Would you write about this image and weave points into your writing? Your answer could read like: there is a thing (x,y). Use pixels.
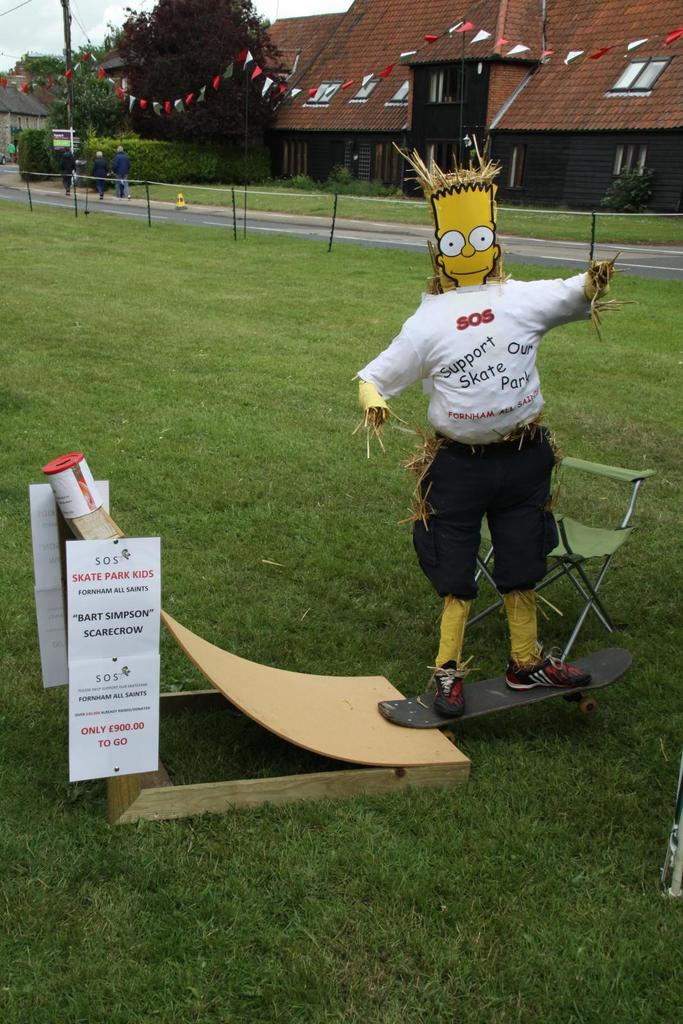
On the right side of the image (562,614) we can see chair (625,471), scarecrow (443,462) and skateboard (440,707). In the background (368,305) we can see grass (201,374), fencing (76,184), houses (676,176), trees (98,87), pole (66,73), persons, road (216,215) and sky (25,48).
